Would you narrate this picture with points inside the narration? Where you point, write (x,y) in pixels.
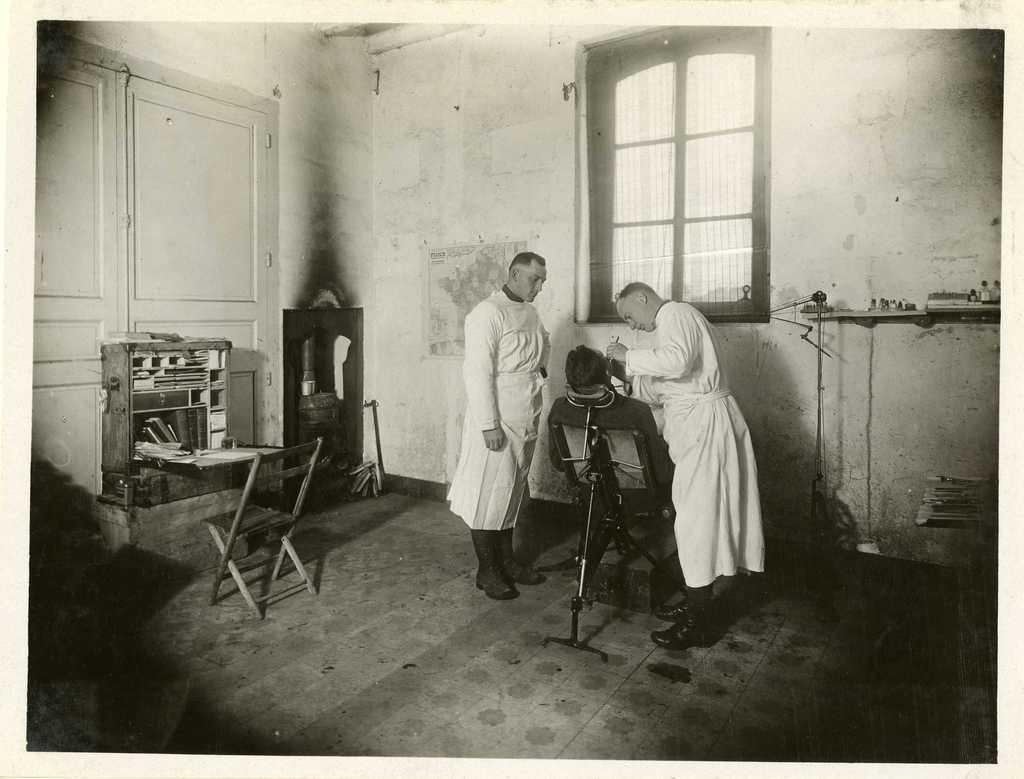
In this image, In the middle (663,517) there is a person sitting on the chair (623,455) which is in black color, There are some people (684,492) standing, In the left side (244,515) there is a chair (253,531) which is in brown color, There is a desk (126,415) in that some books (192,419) are kept, In the background (381,404) there is a white color wall (455,203) in the middle (651,272) there is a window (718,104) in black color, In the left side (275,215) there are white color doors (253,160).
